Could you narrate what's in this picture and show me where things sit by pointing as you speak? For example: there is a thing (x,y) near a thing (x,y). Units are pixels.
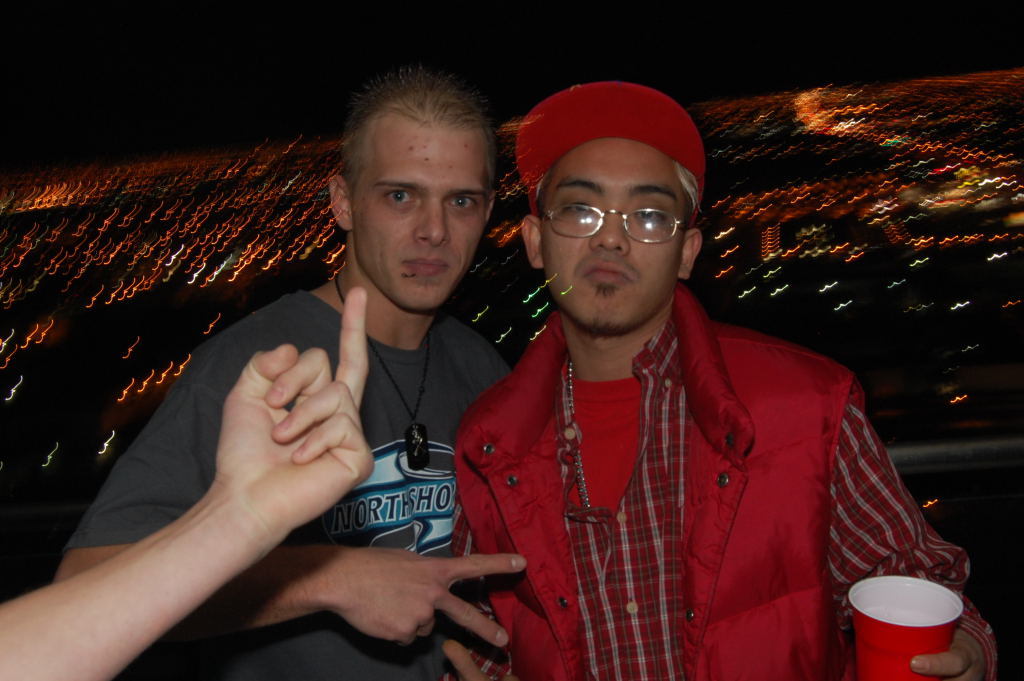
In the image there are two men (381,458) standing and posing for the photo and on the left side (44,620) there is a hand (285,457) of another person (126,632).
